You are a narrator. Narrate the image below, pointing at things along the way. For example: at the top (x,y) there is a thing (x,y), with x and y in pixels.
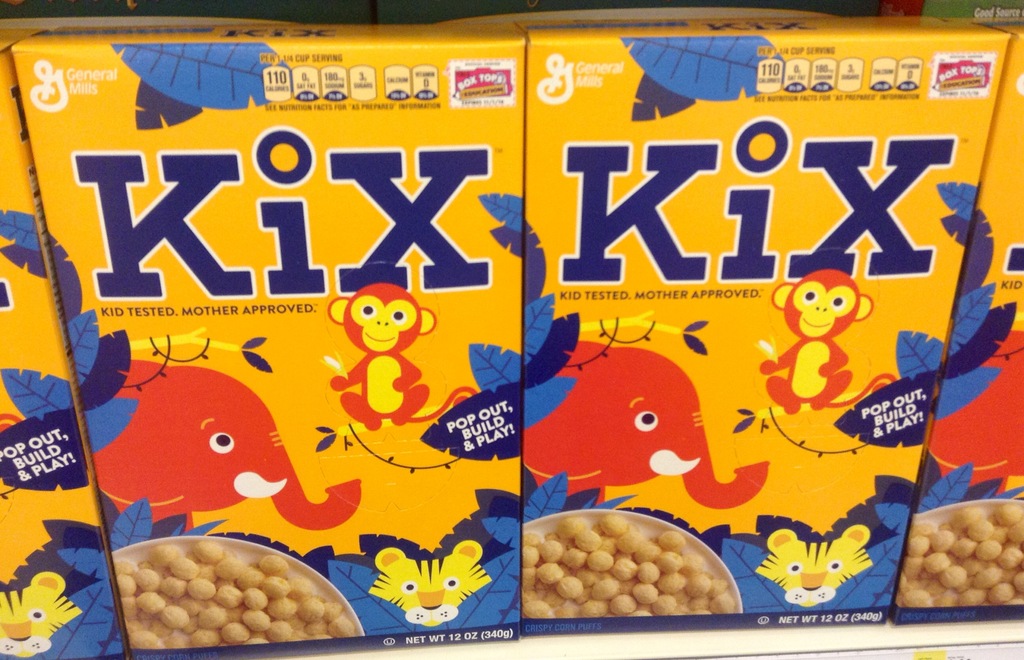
In this picture I can observe yellow color food boxes (379,404). I can observe text (201,167) on these yellow color boxes (378,258).
